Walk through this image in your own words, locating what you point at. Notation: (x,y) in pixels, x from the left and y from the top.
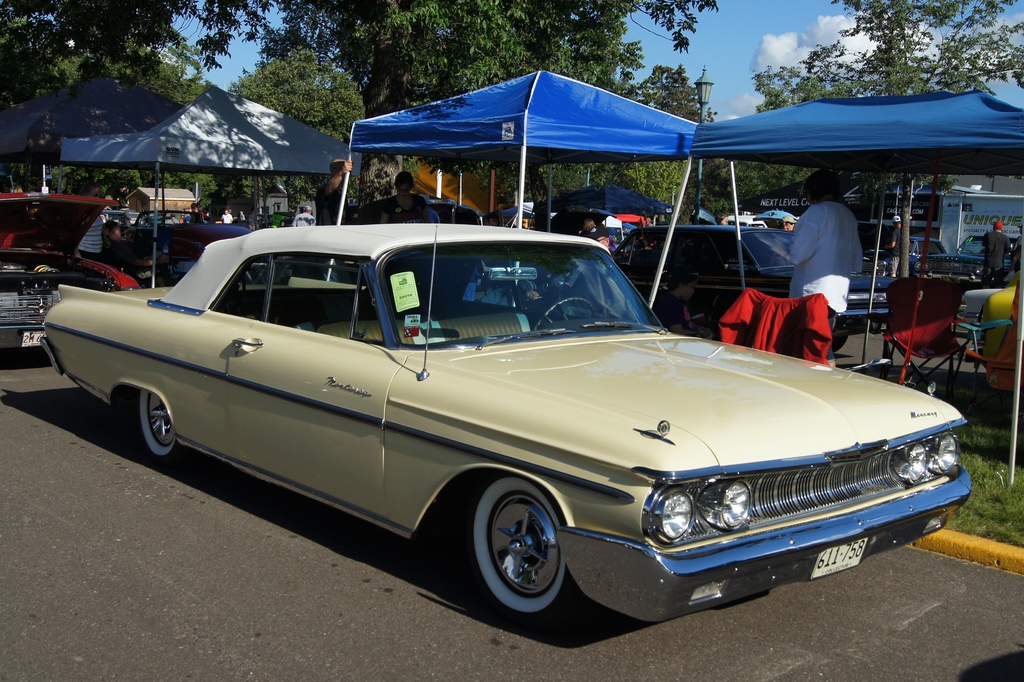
In the center of the picture (361,284) there is a car (292,417) parked on the road (917,662). On the left (22,240) there is another car (42,218). In the center of the picture (634,228) there are canopies (527,204), people (819,237), cars (475,210), chairs (898,289) and various objects (991,210). In the background (336,58) there are trees (384,66), street light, and sky (719,34).
